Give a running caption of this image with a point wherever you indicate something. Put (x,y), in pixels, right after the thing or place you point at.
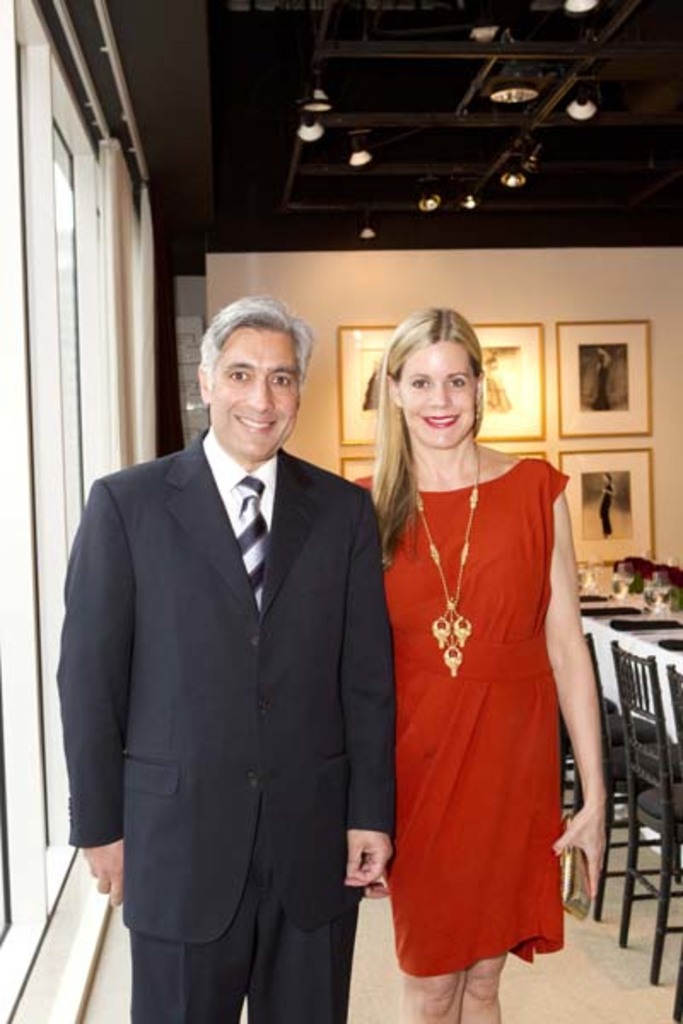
This picture shows a man (297,348) and woman (541,862) standing and we see few chairs (643,727) and tables (627,607) and few photo frames (544,398) on the wall (389,297) and we see lights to the roof (519,200) and a curtain (105,166) to the window (53,445) and women (434,498) wore a ornament (472,510) and she wore red color dress (497,654) and man (133,554) wore a coat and a tie (259,510).
